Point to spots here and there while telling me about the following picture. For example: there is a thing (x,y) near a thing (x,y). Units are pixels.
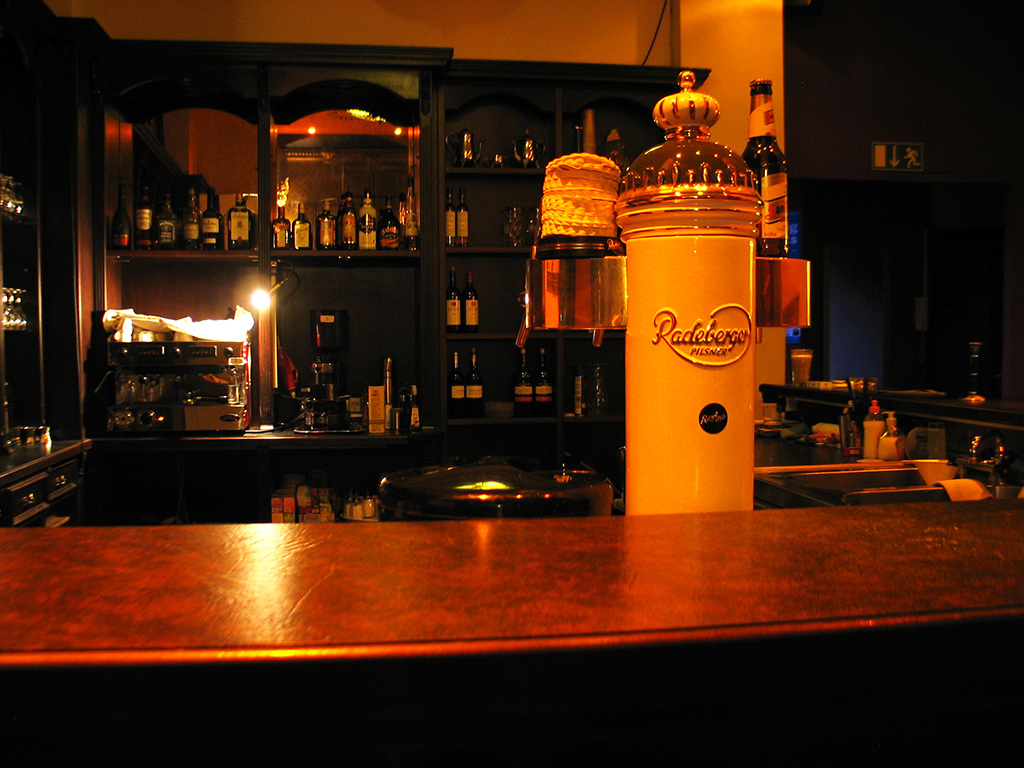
There is a white color beer tap (697,189). In front of it, there is a table (294,565). In the background (499,299), there bottles (358,237) in the shelves (436,385), light (268,293), wall (795,157), some other materials (888,459) on the table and a sign (919,149).
